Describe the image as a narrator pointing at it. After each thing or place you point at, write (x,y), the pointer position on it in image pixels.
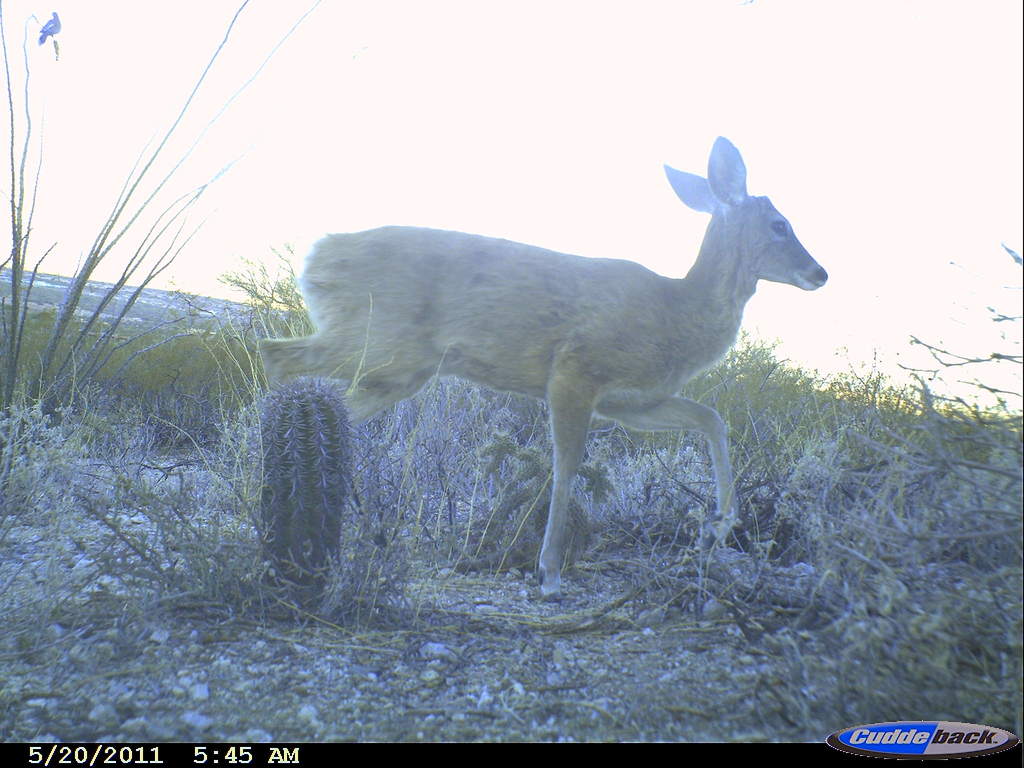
In this image we can see the animal (679,408). We can also see the grass (467,526), plants (254,392) and also the stones (505,675). In the background (605,130), we can see the sky (708,17) and at the bottom (980,739) we can see the date (154,753), time (203,756) and also the logo (928,736).
